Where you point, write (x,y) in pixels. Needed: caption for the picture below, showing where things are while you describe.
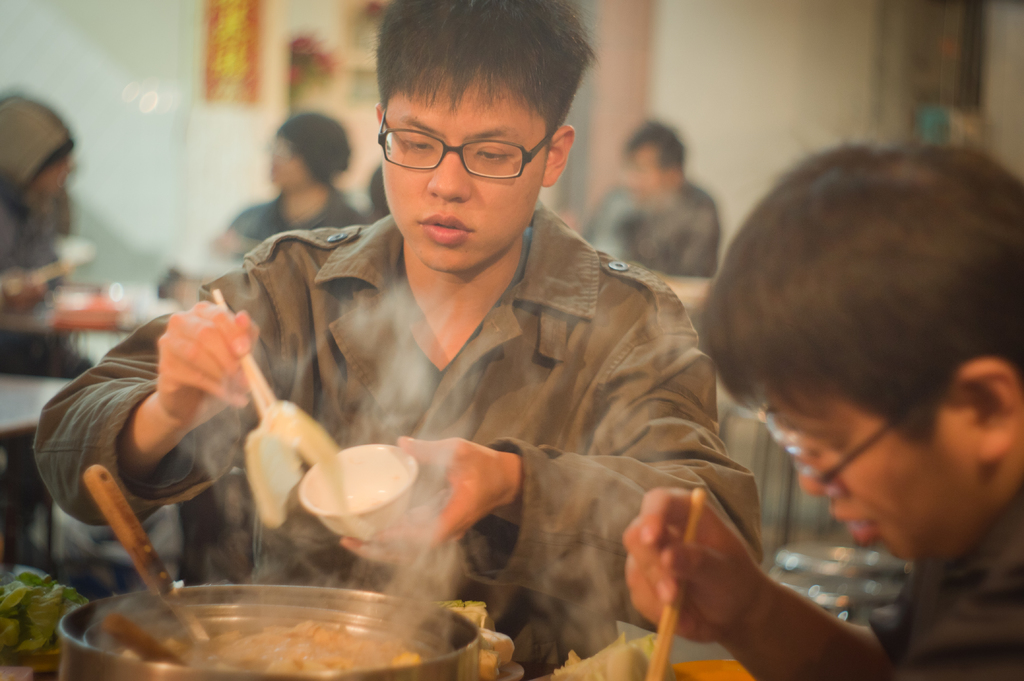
In the foreground of this picture (441,344) we can see the two persons (515,345), sitting and holding some objects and we can see there are some food objects (621,650) placed on the top of the table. In the background (791,126) we can see the wall (719,14) and the group of persons (688,262) sitting on the chairs (736,434) and we can see the tables (1,411) and many other objects (89,310).
